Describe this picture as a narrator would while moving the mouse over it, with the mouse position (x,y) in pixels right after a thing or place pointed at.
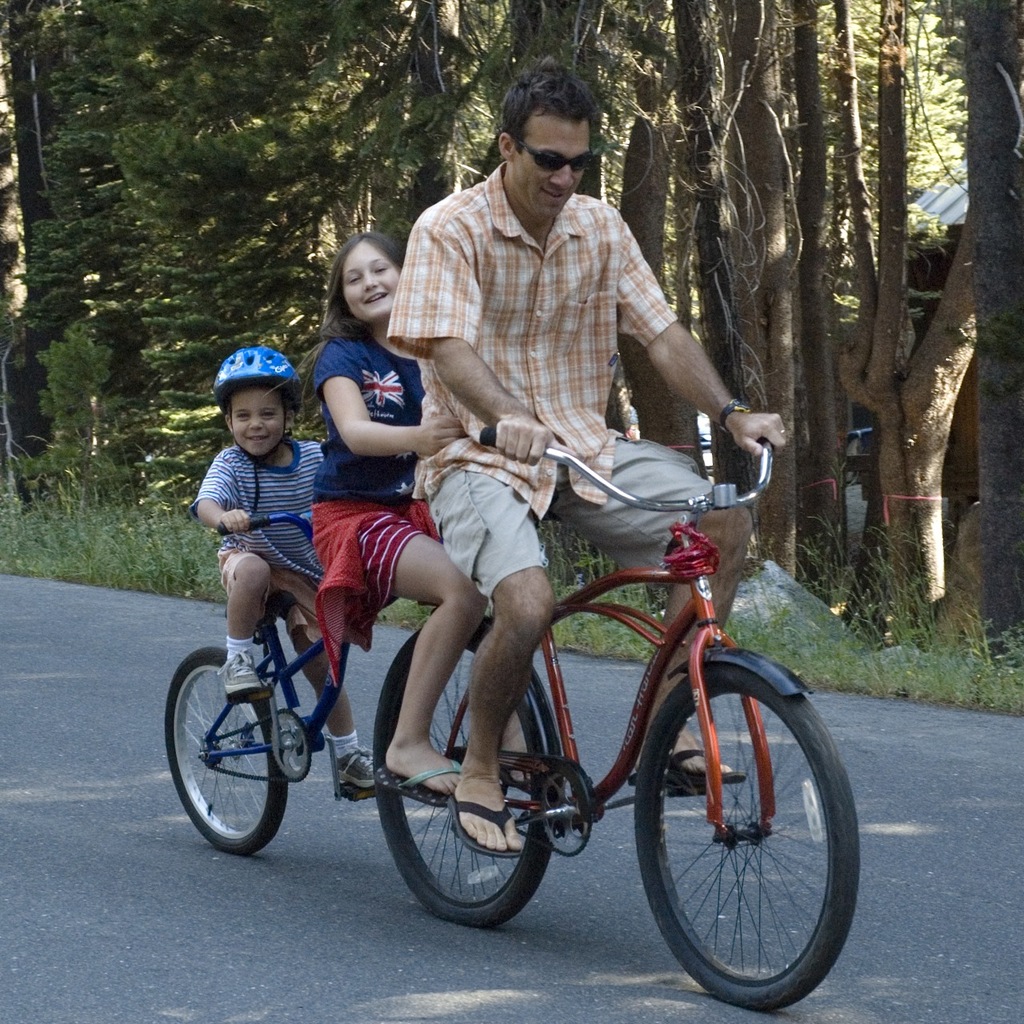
This picture shows three people (571,138) riding a bicycle (602,608) and we see few trees (991,242) on the side.
